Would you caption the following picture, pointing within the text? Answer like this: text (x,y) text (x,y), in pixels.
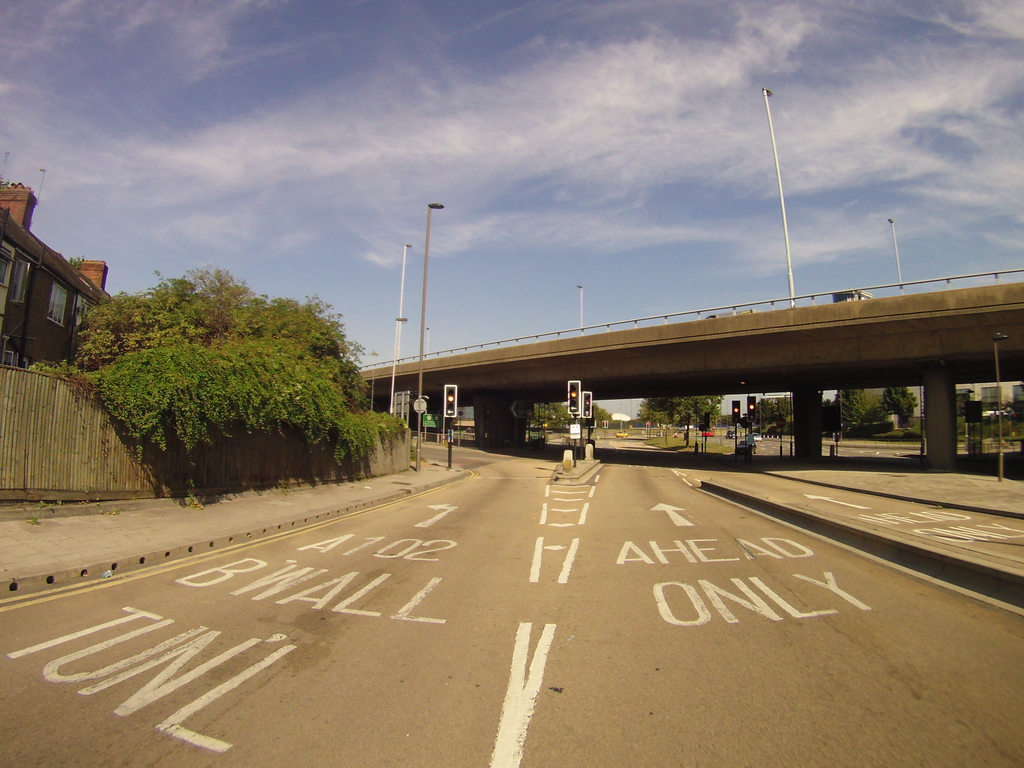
In this image we can see texts (437,619) written on the road (534,765). On the left side (310,437) we can see trees (102,323), wall (53,496), building (57,339) and windows (3,268). In the background (573,430) we can see a vehicle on the bridge (507,412), street lights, boards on the poles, traffic signal poles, trees (565,412), building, windows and clouds (968,178) in the sky (268,268).
